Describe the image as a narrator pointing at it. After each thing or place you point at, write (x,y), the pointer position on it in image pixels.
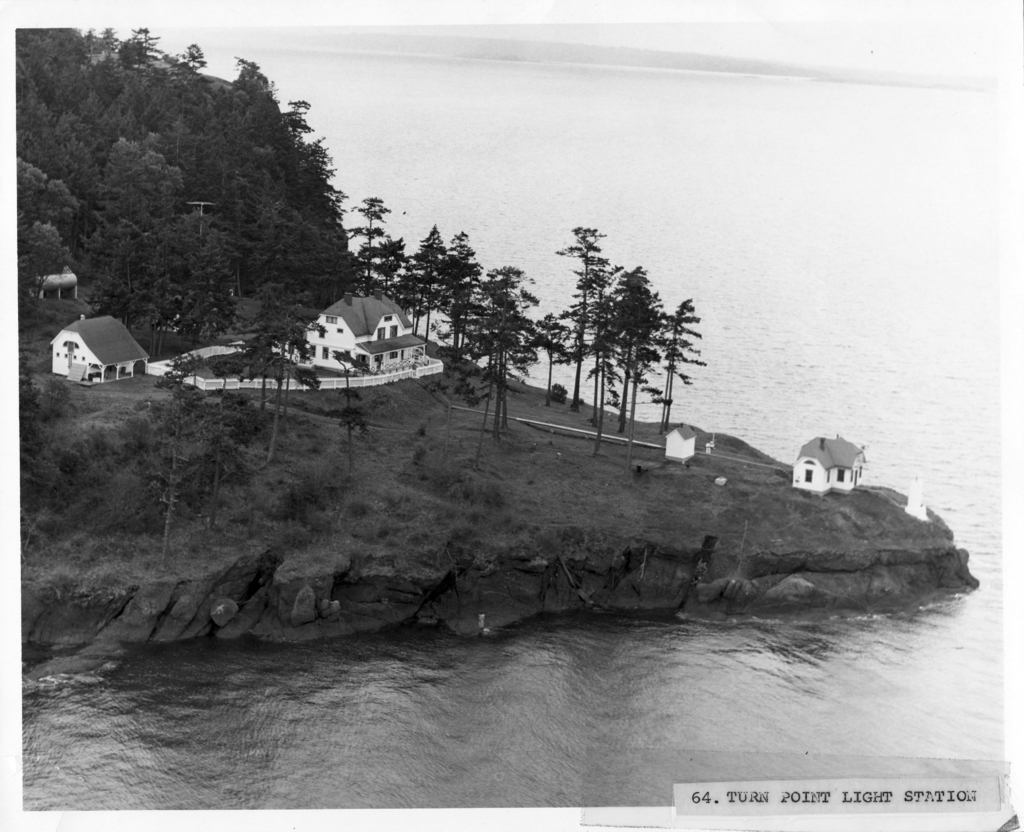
Here in this picture we can see water (707,154) covered over a place (755,222) and on the ground (45,600) we can see grass (412,509), plants (411,488) and trees (275,339) covered and we can also see houses (89,324) present.
